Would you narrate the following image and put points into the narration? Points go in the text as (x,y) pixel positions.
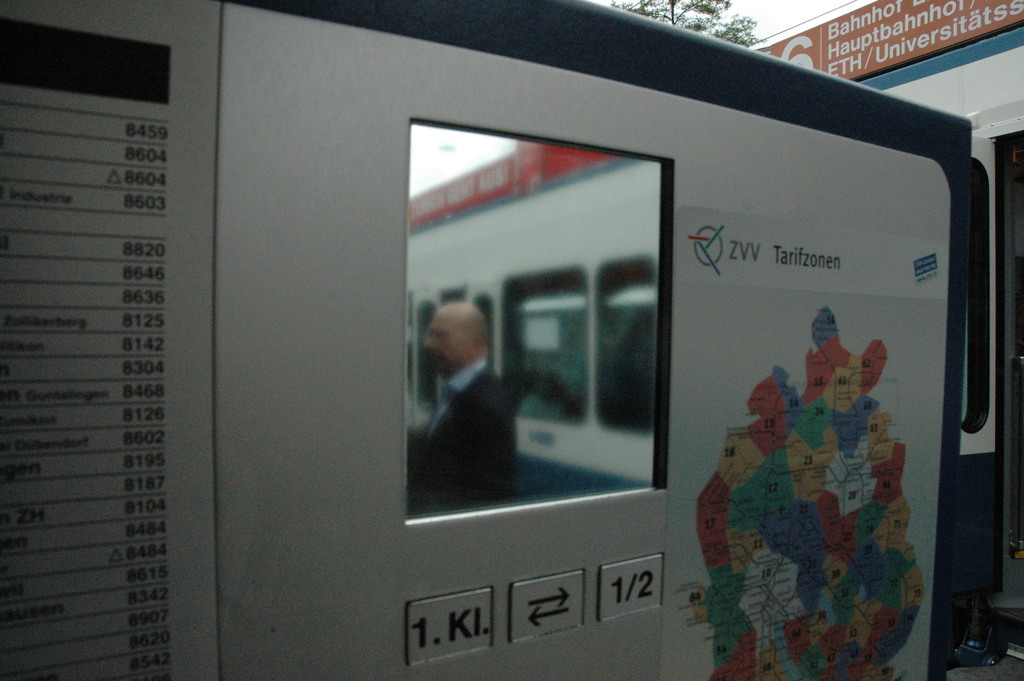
In this picture I can see a machine (550,510), there is a mirror (551,284) in the middle (564,347), I can see a reflected image (522,439) of a human (480,420) and a train (530,399), beside it there is a map (773,523). On the left side (156,149) there are numbers (133,481), at the top (744,24) I can see a tree (729,33) and a board (848,74).
